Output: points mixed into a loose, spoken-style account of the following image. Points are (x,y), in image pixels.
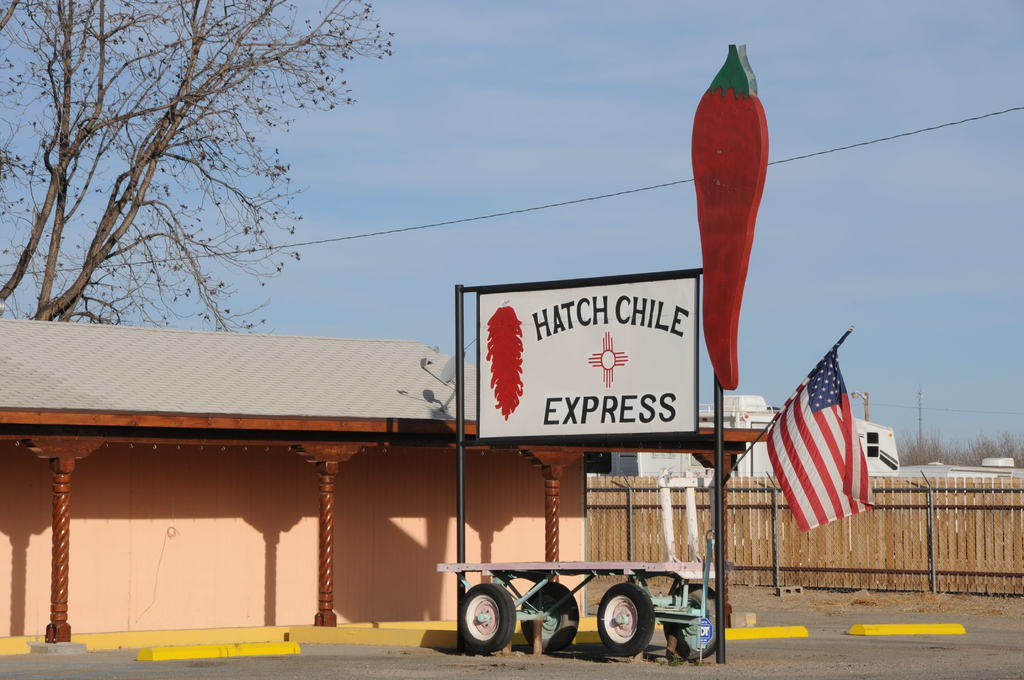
In this image I can see the ground (844,656), few black colored poles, few wheels (486,597), a board (565,358), a flag (792,424), the railing (874,522), few buildings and few trees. In the background (127,86) I can see the sky (239,218).
